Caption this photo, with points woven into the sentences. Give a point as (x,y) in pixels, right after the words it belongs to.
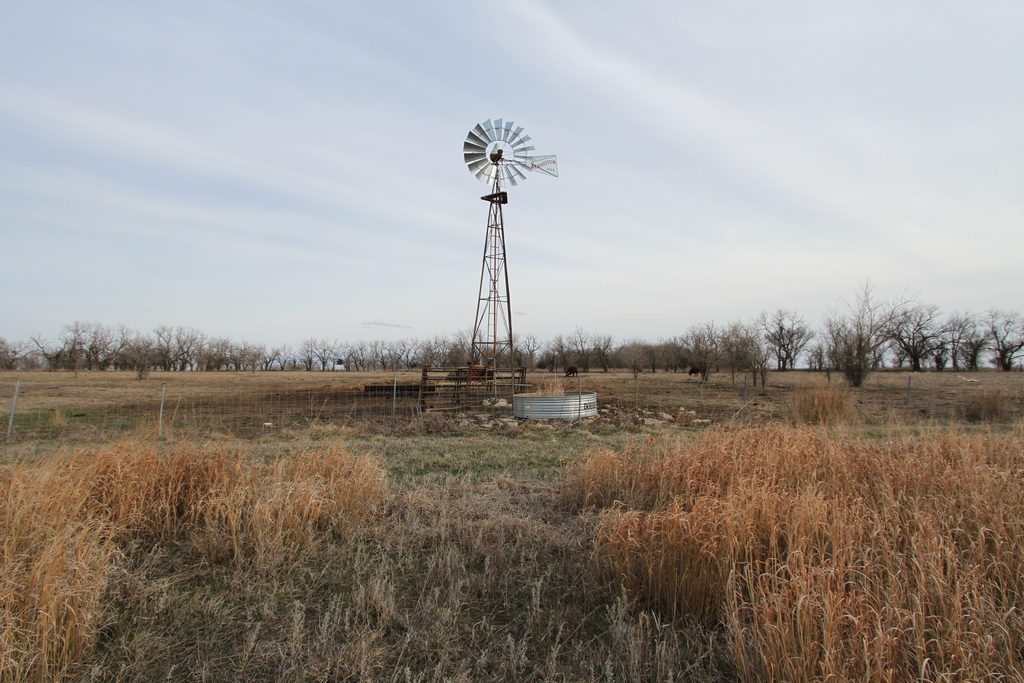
This is a kind of a windmill (492,279). I think this is the fence (162,403). These are the trees (638,355) and the dried grass (578,507). This is the sky (506,90).
